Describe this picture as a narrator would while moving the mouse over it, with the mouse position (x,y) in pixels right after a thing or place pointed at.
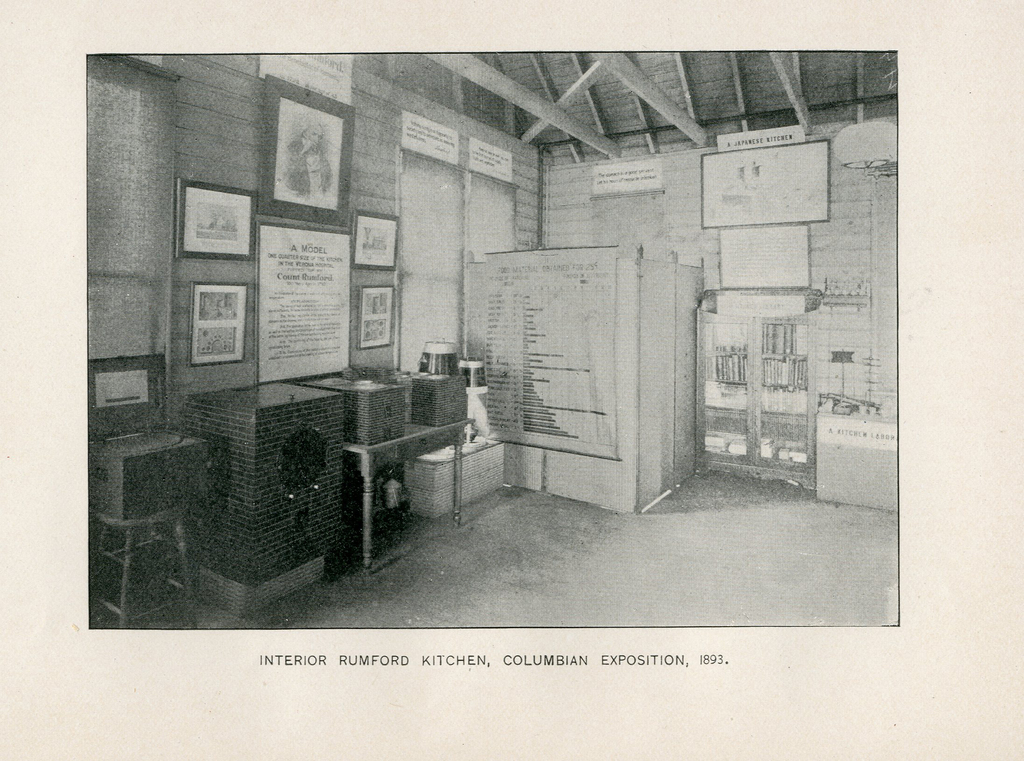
This image is a photograph. In this photo there are tables (363,541), chairs (183,561) and wall frames (328,316) placed on the wall (843,222). On the right (783,193) there is a board (799,205) and there is a shelf (735,381).
